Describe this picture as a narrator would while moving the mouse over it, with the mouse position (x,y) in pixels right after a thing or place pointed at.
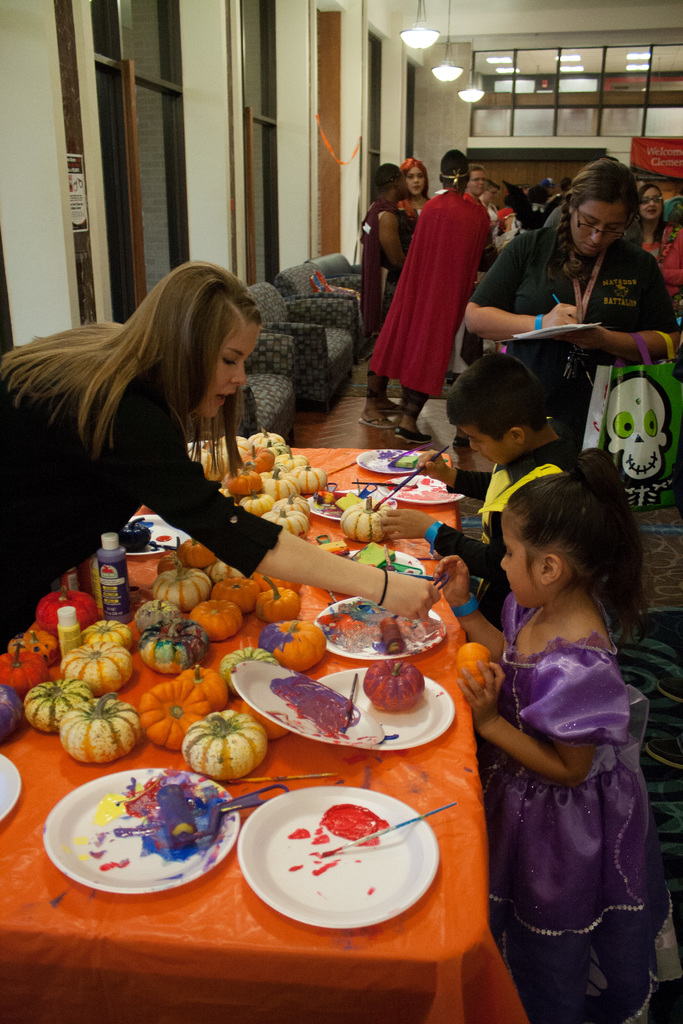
As we can see in the image there is a white color wall (402,73), lights (426,38), few people (479,191) standing, sofas (336,316) and a table (218,884). On table (371,931) there are plates (360,889), colors (323,725) and pumpkins (160,707).
